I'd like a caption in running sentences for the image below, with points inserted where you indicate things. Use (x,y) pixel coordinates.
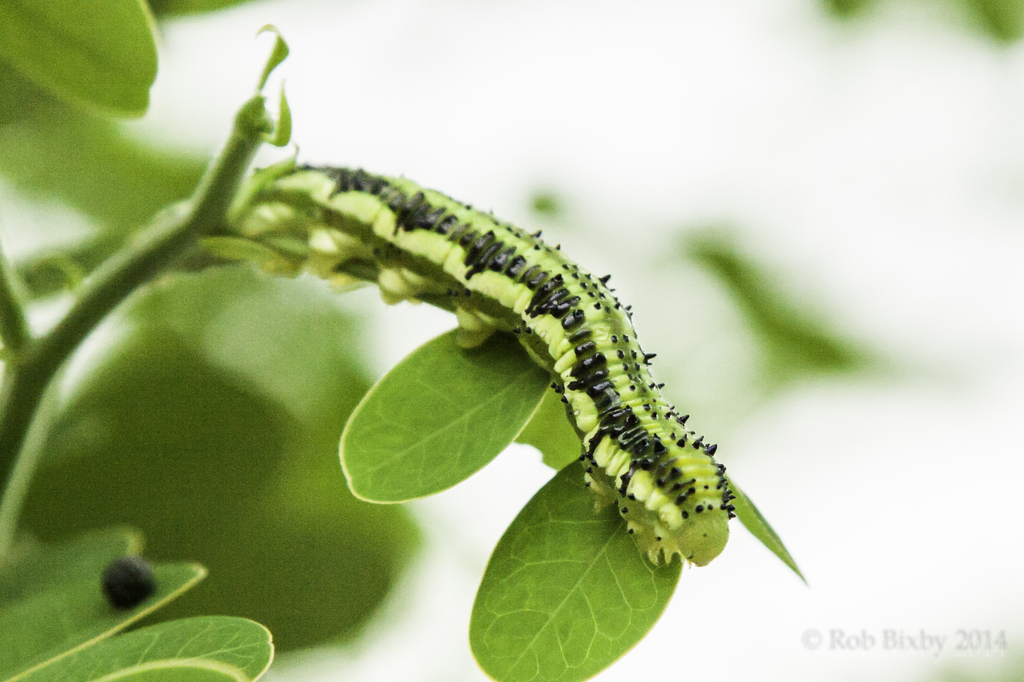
In this picture, we see a caterpillar (572,424) in green color is on the branch (209,185) of a tree (590,509). On the left side (73,10), we see a tree (54,522) or a plant (134,401). In the background (848,320), it is white in color and it is blurred in the background (307,92).
